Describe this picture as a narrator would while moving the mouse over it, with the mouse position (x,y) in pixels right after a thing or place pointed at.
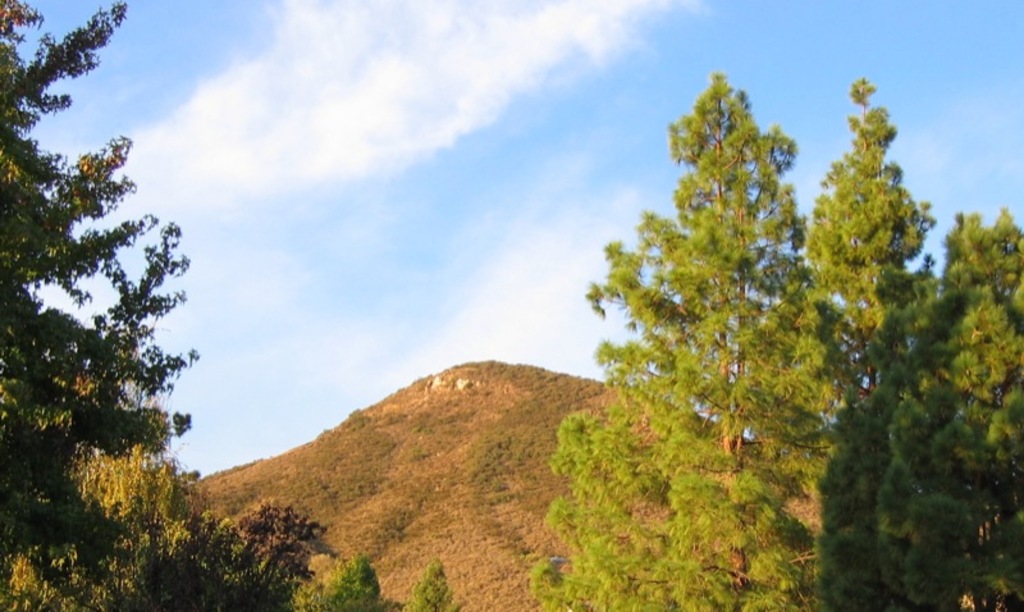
In this image there are trees (563,448), mountain (449,388) and the sky (385,207).
